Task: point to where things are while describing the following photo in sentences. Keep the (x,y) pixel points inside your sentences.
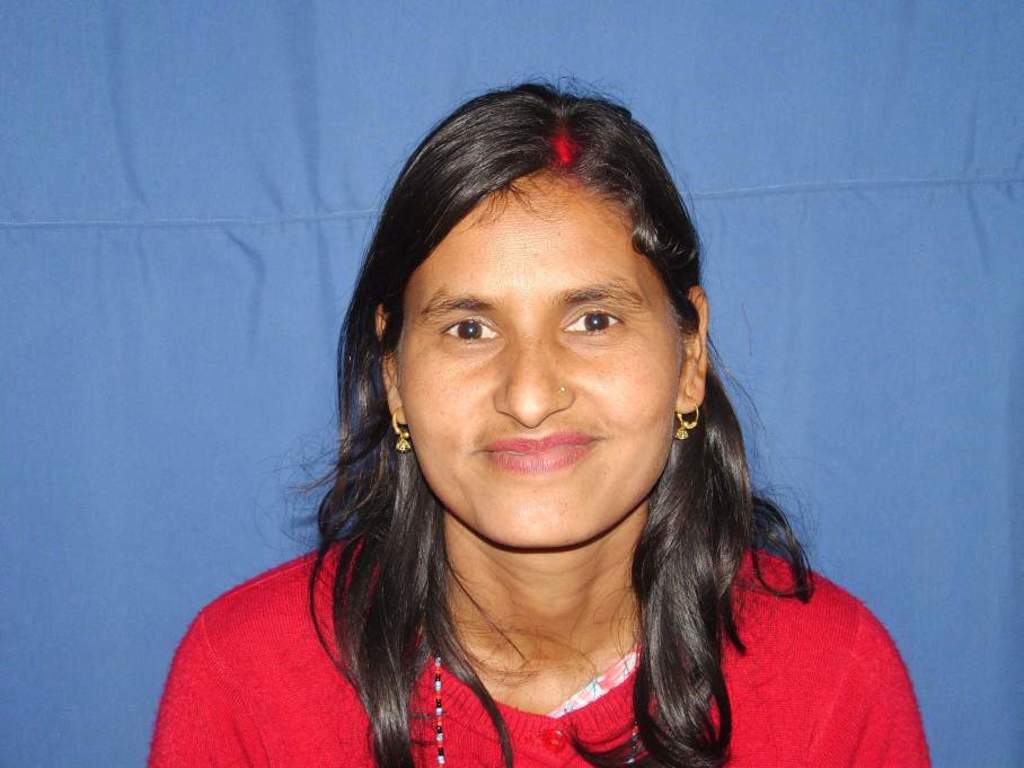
In this image there is a woman (594,412) smiling with a red color sweater (199,662), and there is blue background (94,357).
